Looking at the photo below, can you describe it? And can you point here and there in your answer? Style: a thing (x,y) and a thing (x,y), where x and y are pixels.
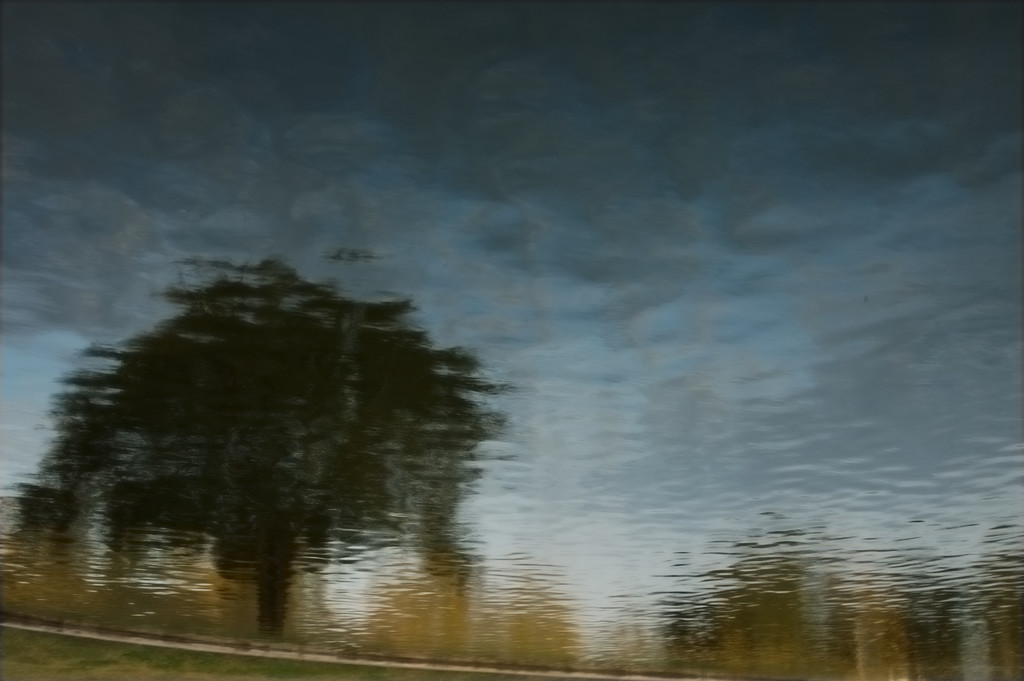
In this picture there is a tree (312,389) and there are plants (568,640). At the top (599,98) there is sky (558,143) and the image is blurry.
